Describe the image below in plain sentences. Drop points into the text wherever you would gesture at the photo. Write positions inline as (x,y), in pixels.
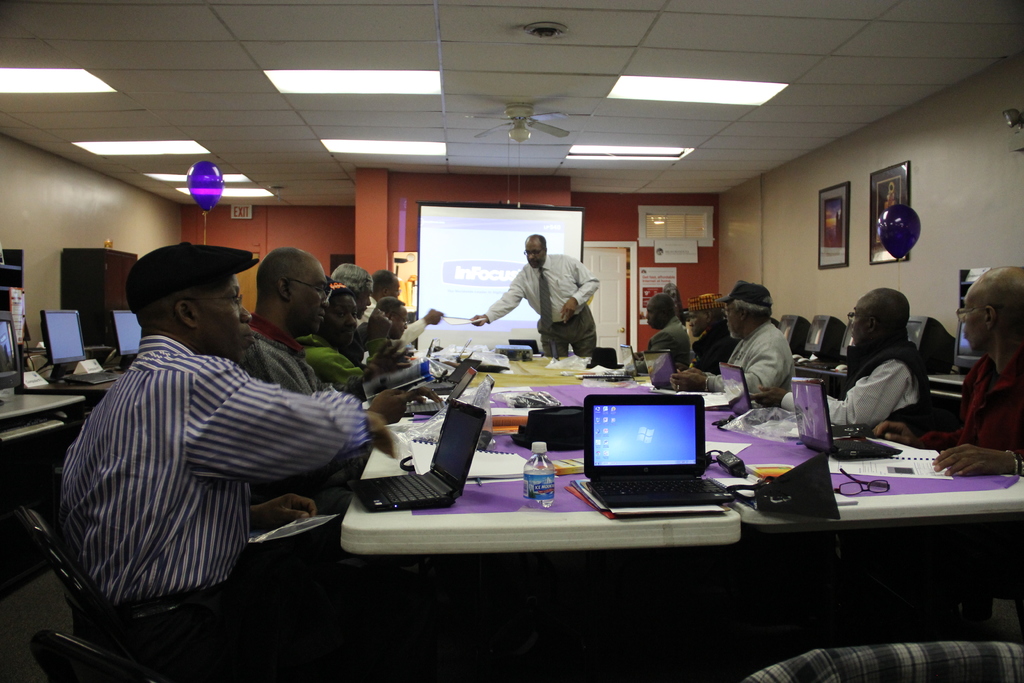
In the picture I can see people (590,319) among them one man (582,308) is standing and others (324,480) are sitting on chairs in front of a table (621,537). On tables (621,537) I can see monitors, laptops (624,430) and some other objects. In the background (436,241) I can see a projector screen (431,226), lights (311,80) on the ceiling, a balloon (205,173), photo frames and other objects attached to the wall (348,226) and some other objects (673,253). This is an inside view of a room (620,221).
